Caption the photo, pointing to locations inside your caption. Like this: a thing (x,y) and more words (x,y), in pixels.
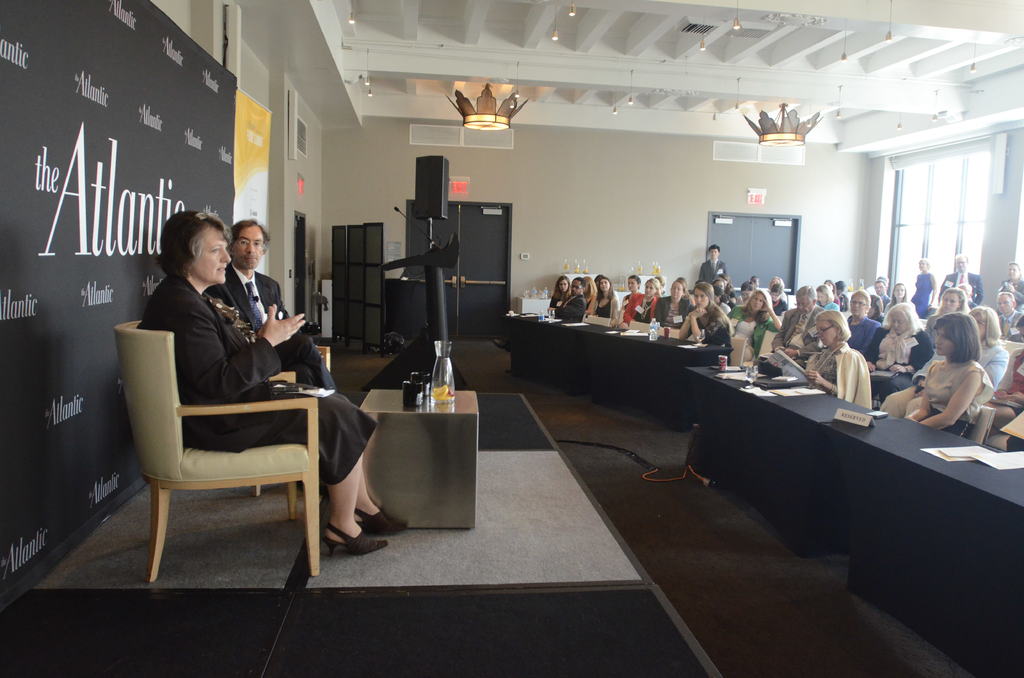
Group of people (872,311) sitting on the chairs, these persons (1010,281) are standing. We can see bottles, papers (976,448), boards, jar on the tables (658,362). On the background (715,194) we can see wall (719,188), door (733,245), glass window (974,179). On the top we can see lights (509,124). Behind these two persons (226,323) we can see banners (140,168). This is floor (747,590).
